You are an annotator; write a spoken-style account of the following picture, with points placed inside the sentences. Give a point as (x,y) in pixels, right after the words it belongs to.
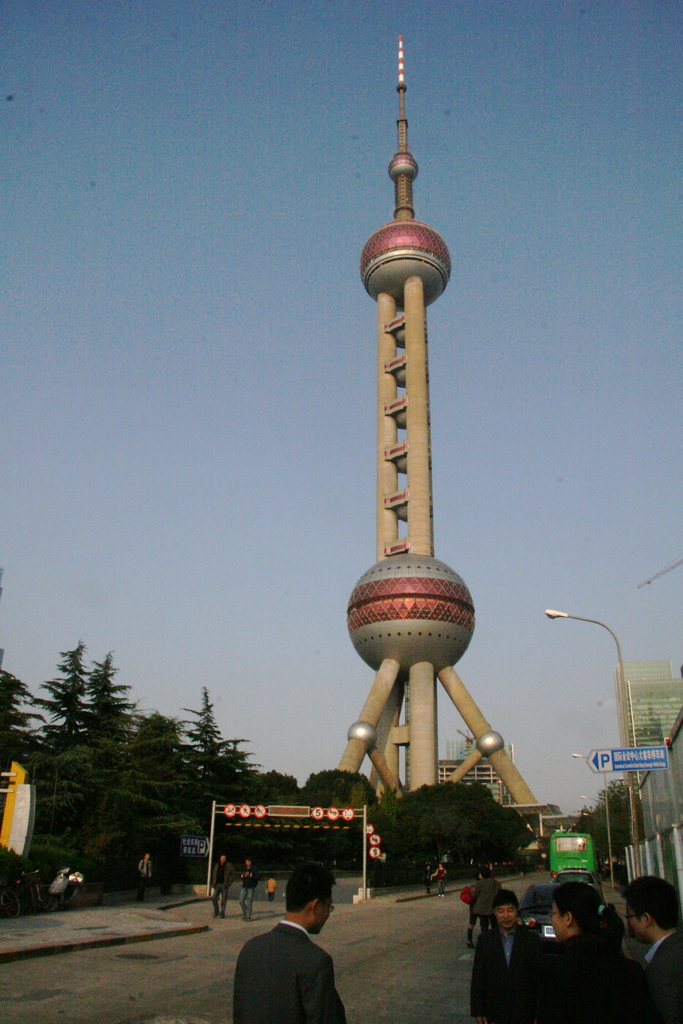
In this image we can see few persons (318,917) are standing and walking on the road (267,924), sign boards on the poles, street light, trees (346,855) and a vehicle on the road (37,986). In the background (645,679) there are buildings (635,680), tower (384,631) and sky (246,206).
